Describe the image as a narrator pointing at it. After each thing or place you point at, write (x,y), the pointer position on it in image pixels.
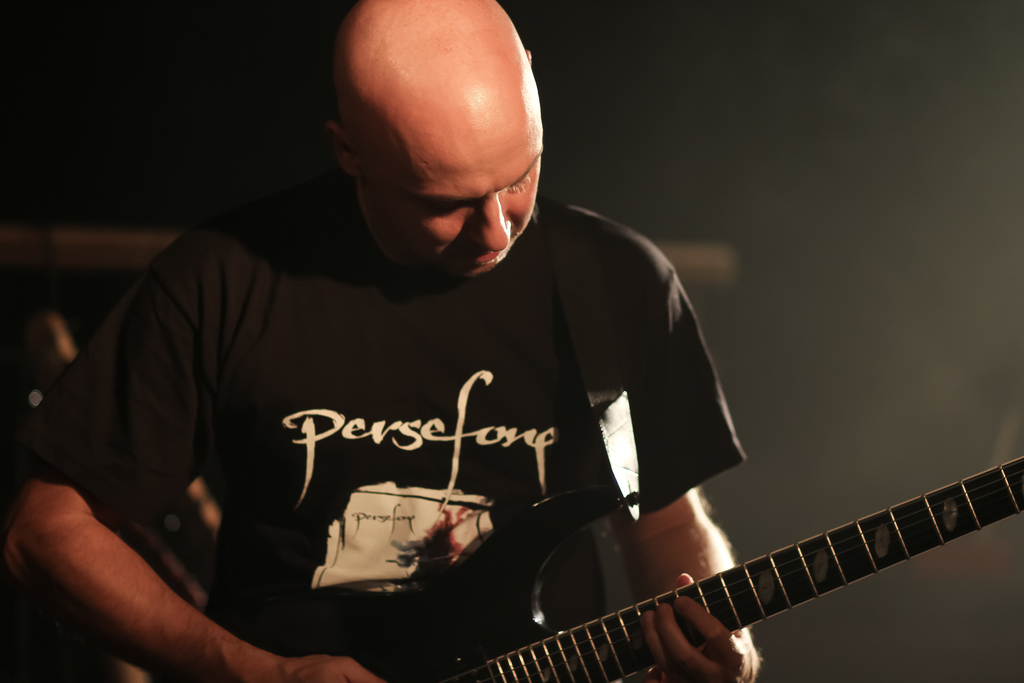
There is a man (417,488) in the given picture, holding a guitar (472,664) in his hands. He is wearing the black shirt (432,366). In the background (871,324), there is a wall (800,182).
